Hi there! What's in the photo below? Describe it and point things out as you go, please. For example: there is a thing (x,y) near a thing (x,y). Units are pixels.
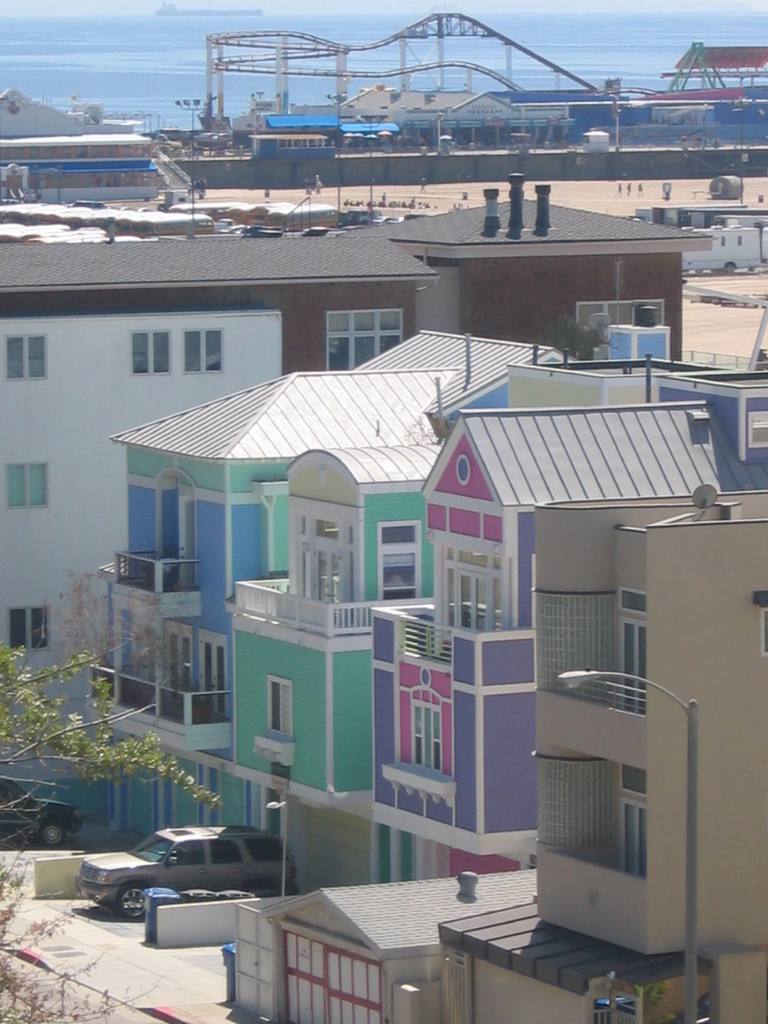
In this image in the foreground (292,525) there are some buildings (625,765), pole (696,728), light (568,677), car (260,839), tree (73,689) and in the background (207,144) there are some poles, vehicles (734,268), walkway (180,187), wall (211,166), houses (112,178). And at the top of the image (414,81) there is some water (363,41) and on the water (120,43) there is one boat (193,12).
